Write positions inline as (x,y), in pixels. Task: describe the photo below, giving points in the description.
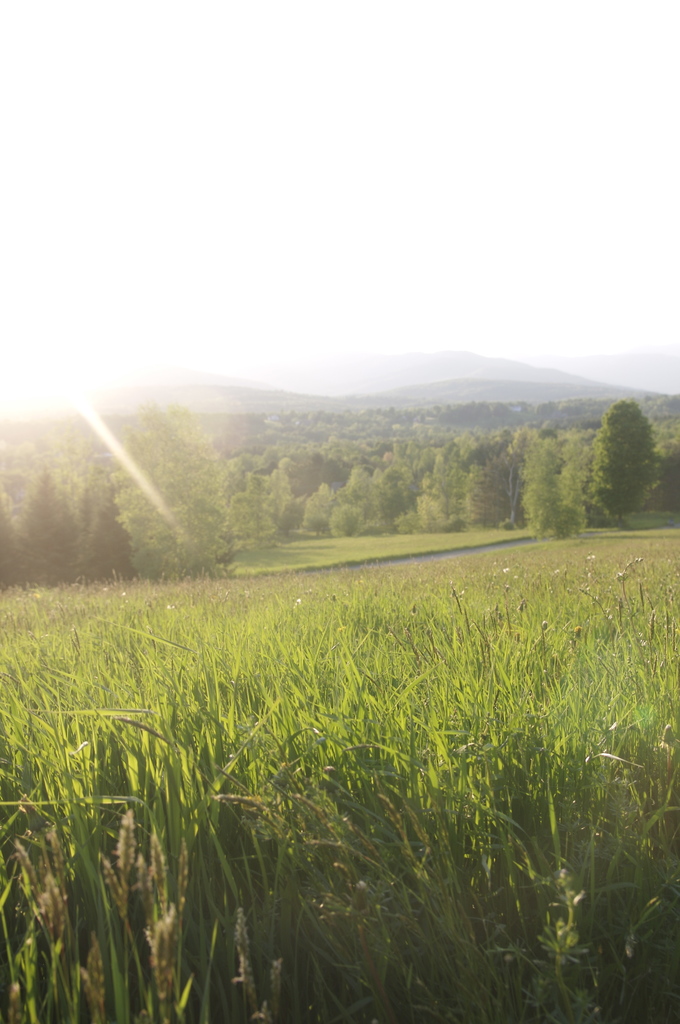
This picture is clicked outside the city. In the foreground (461,726) we can see the green grass (455,648). In the center (355,444) we can see the trees (589,480). In the background (521,376) there is a sky (77,4) and the hills (539,361).
